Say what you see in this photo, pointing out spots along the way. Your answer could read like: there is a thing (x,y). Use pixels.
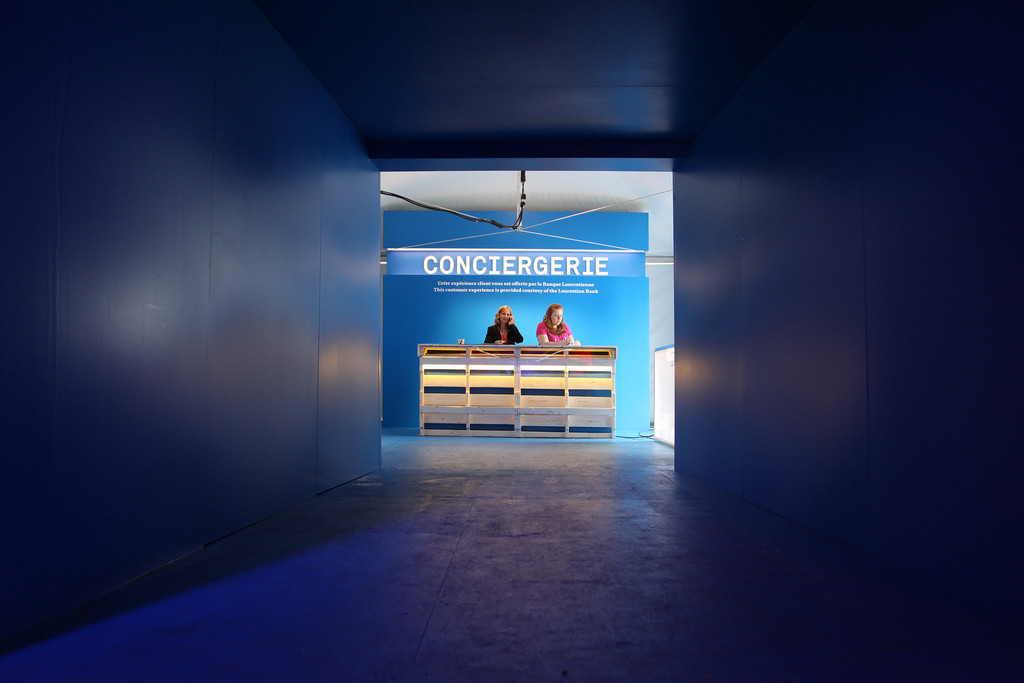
This looks like a wooden reception desk (497,368). I can see two women (499,334) standing. This looks like a banner (608,277) with writing (465,268) on it. I think this is the hanging cable (503,225), which is attached to the roof (548,207).
